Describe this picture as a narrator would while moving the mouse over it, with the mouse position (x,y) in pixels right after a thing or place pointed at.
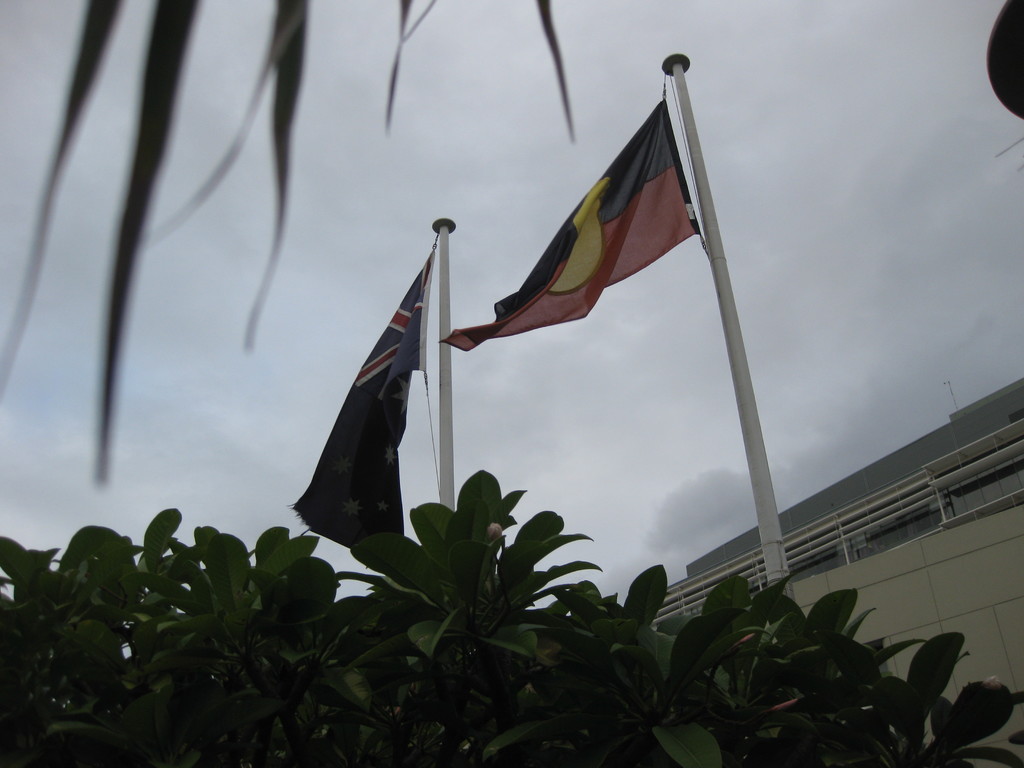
In this image we can see plants (261,598), flags (671,159), flag posts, buildings (888,565) and sky (130,370) with clouds (878,343).
